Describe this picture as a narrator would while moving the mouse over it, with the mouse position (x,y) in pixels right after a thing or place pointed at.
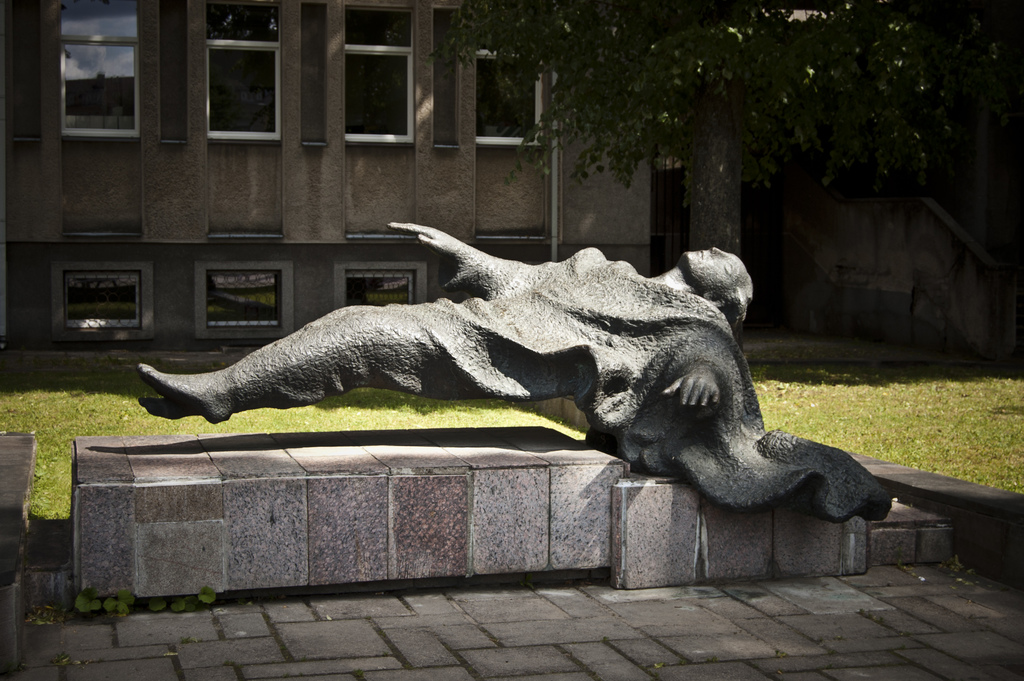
In this image I can see a grey colour sculpture (621,434) in the front (735,470) and in the background (947,399) I can see grass (969,390), a tree (695,28), a building (538,190) and windows (231,111).
